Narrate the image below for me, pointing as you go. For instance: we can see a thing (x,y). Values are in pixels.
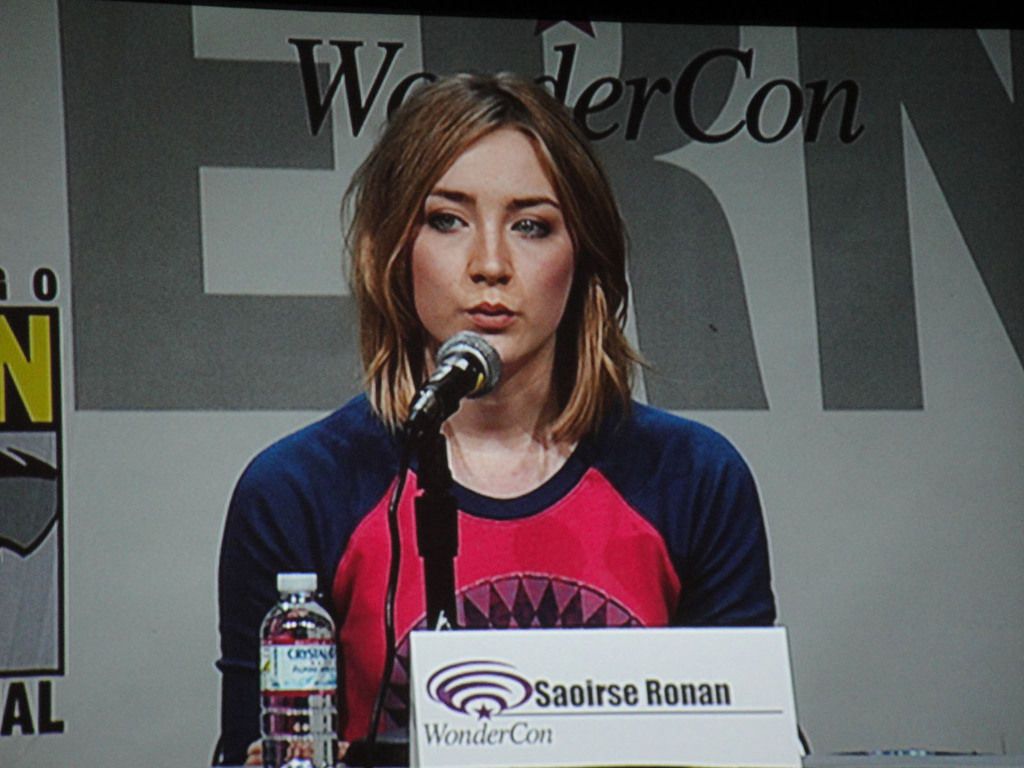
At the bottom of the image (480,681) there is a name card (543,698) with a name (543,698) and also there is a bottle (329,689). Behind them there is a mic (438,358) and also there is a lady (384,382). Behind her there is a poster (811,419) with some text (13,368) on it.
